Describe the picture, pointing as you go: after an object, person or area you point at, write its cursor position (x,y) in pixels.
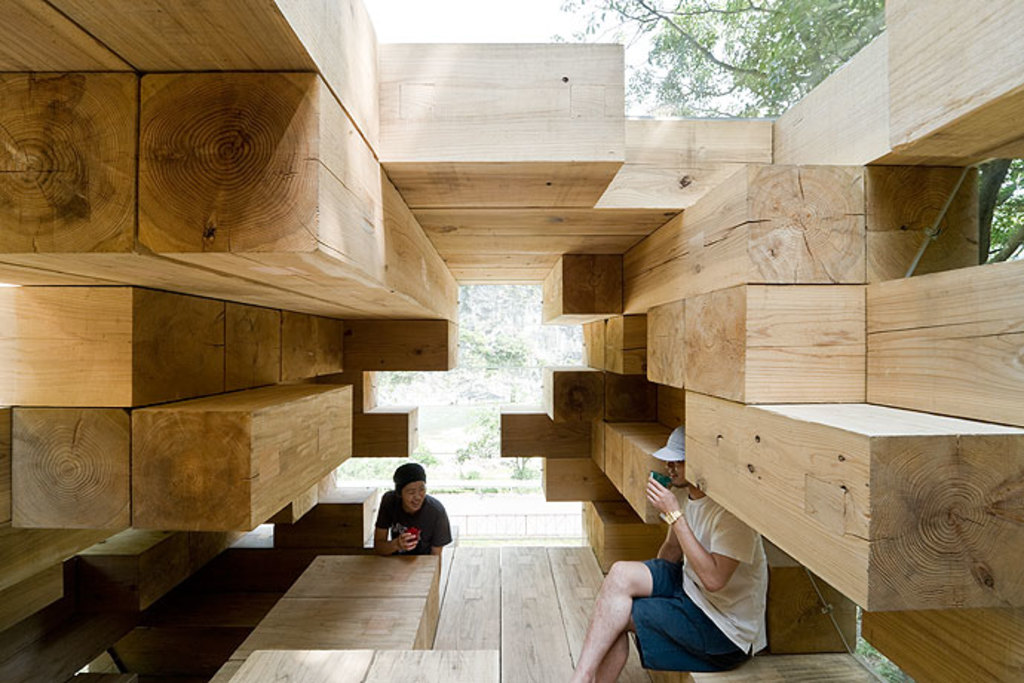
In this picture we can see there are two people (433,535) sitting on the wooden objects (641,503). Behind the wooden objects (667,166) there are trees (694,61).
